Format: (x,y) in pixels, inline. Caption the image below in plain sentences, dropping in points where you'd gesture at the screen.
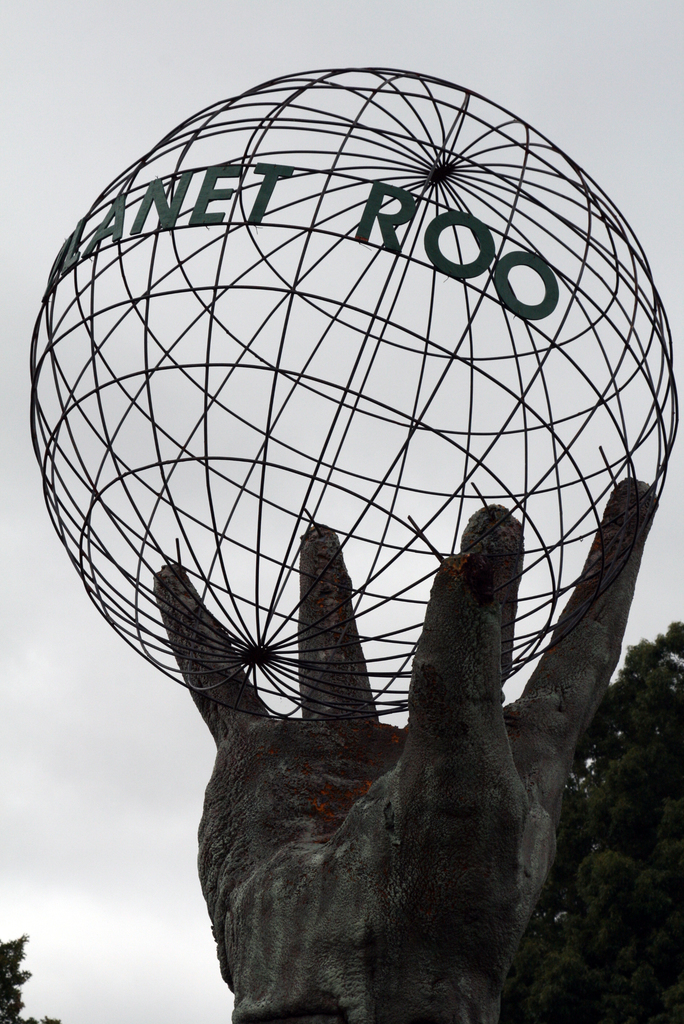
In the image there is a sculpture (298,747) of a hand (336,594) holding a globe (238,323) and behind the sculpture (484,801) there are trees (594,910).
